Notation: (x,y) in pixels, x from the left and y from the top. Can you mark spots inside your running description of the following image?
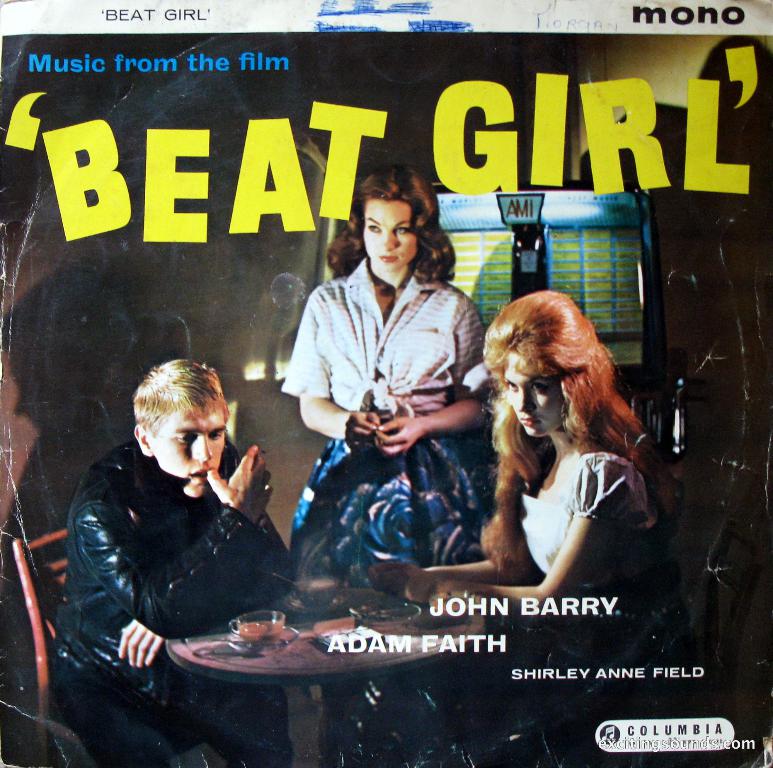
This is a poster having an image, texts (545,152) and a watermark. In this image, we can see there are two women (634,440) and a man (222,392) who is sitting. One of these two women (524,438) is sitting in front of a table (413,632) on which there are food items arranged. In the background (560,268), there are other objects (572,259).
